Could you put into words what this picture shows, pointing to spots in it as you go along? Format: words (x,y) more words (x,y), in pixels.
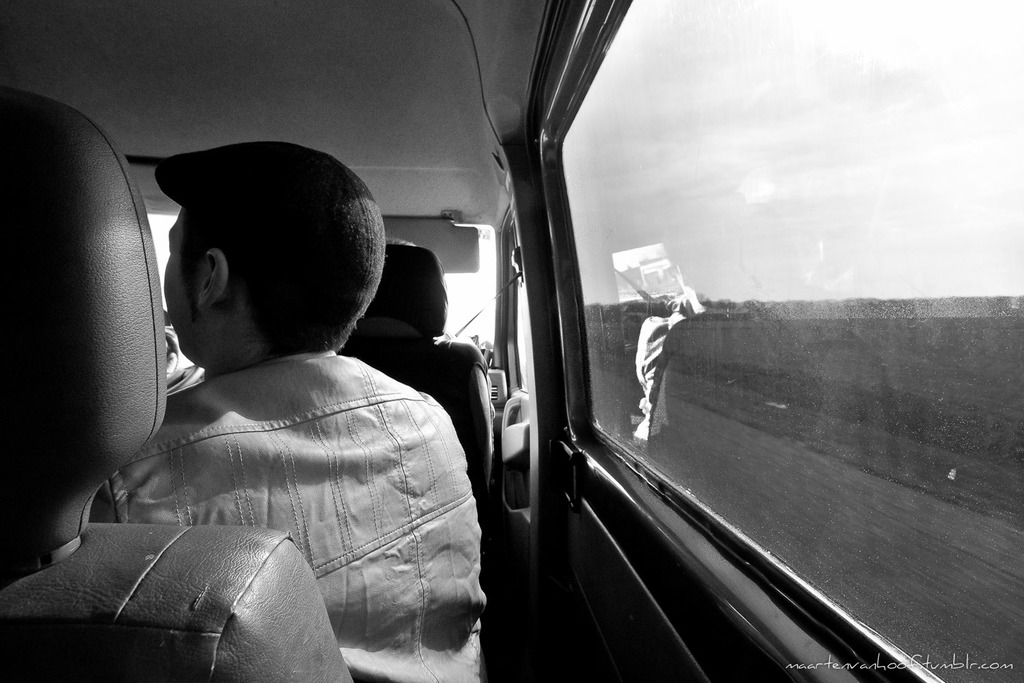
In this picture we can see some persons (278,394) are sitting in the seats (353,353) in the vehicle (548,366).
